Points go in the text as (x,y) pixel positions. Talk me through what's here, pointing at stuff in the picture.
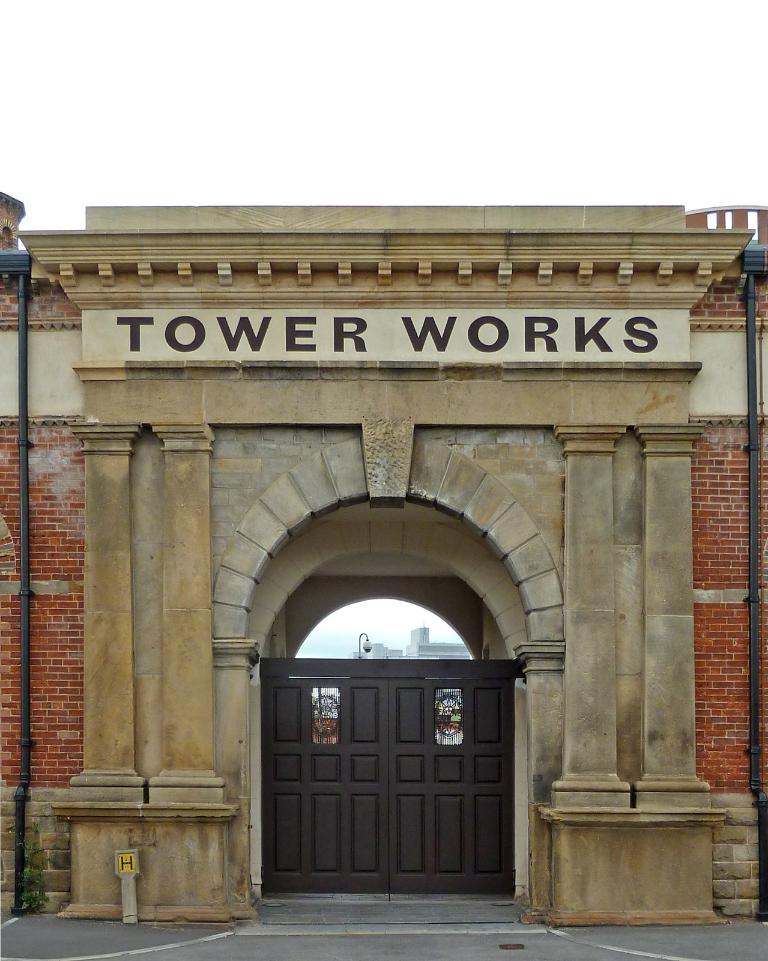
In this image we can see a building (568,416) with gate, poles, name board (355,361) and other objects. At the top of the image (337,87) there is the sky (298,30). Behind the gate (396,661) there are buildings (385,649), light (363,634) and other objects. At the bottom of the image (569,939) there is the road (628,953).
